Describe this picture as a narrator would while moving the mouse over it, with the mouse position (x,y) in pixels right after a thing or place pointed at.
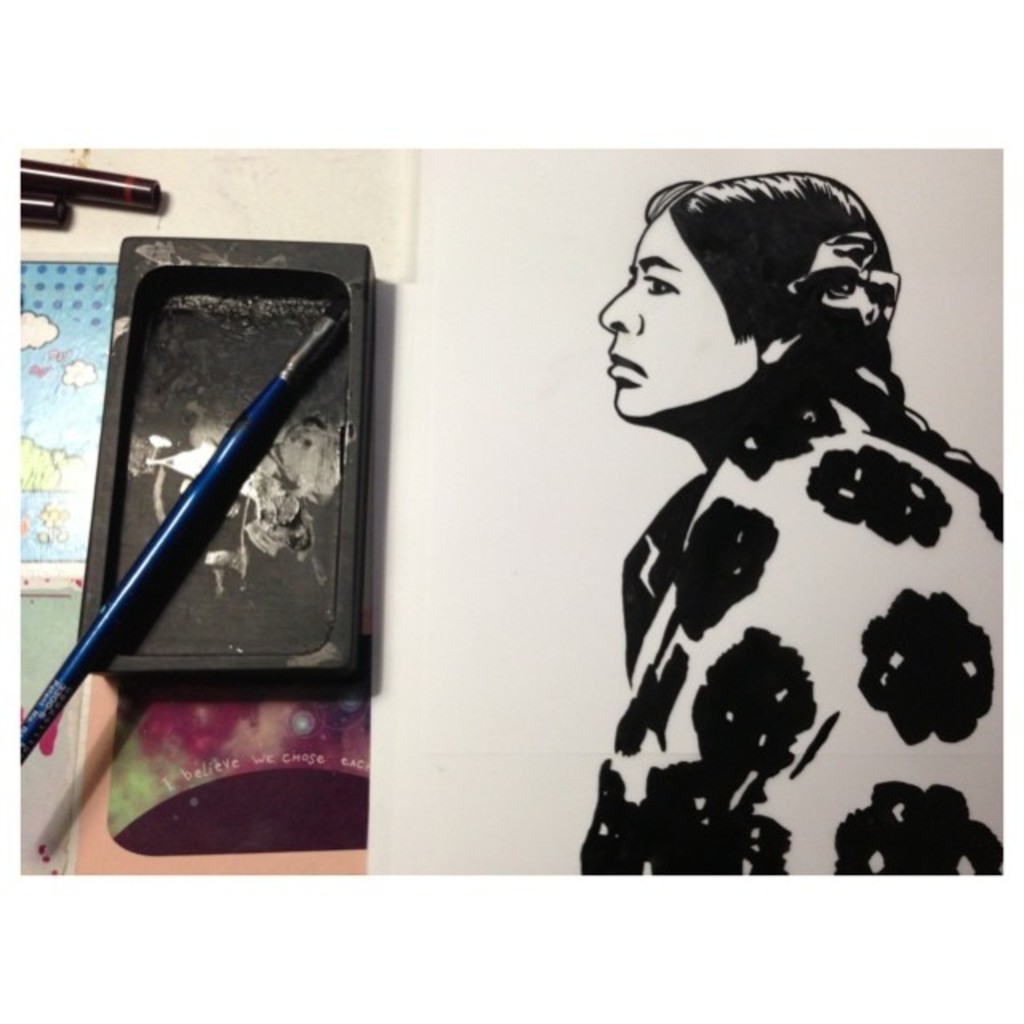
In this picture I can see painting (577,567) of a woman (675,676) and I can see tray (184,486) and a brush (182,570) on the table (386,213).
